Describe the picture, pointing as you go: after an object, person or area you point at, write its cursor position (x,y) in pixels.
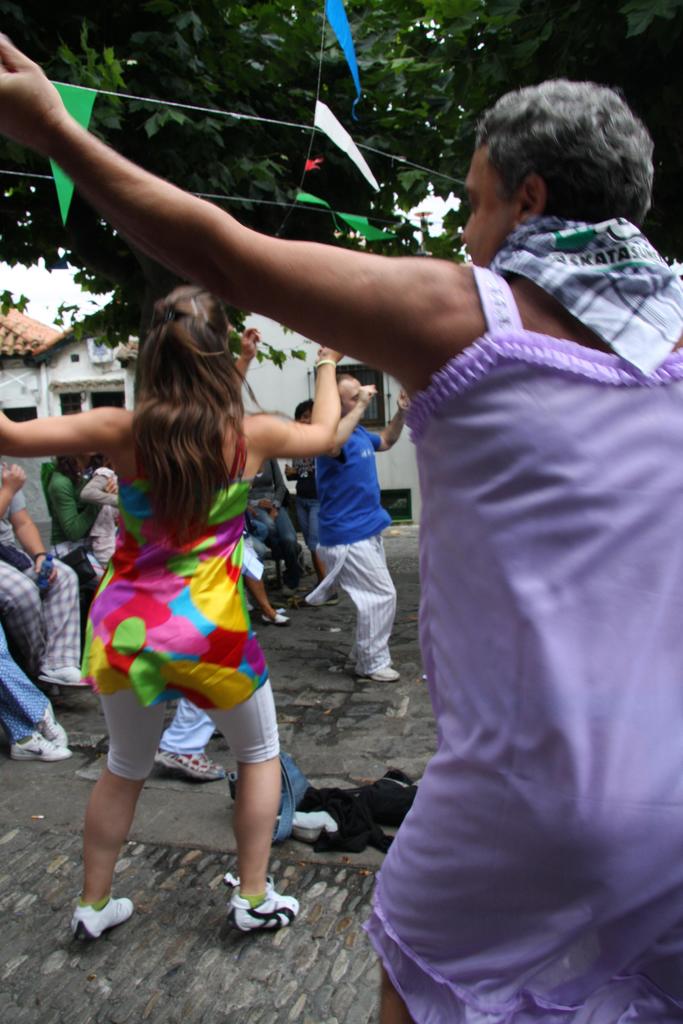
In this image I can see there are three persons (488,464) performing a dance and some persons (6,617) sitting on chair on left side (17,535) and I can see a rope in the top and I can see colorful paper (331,15) attached and there is a tree (452,40) in the top (458,49), in the middle (293,364) there are houses (24,373) visible.
